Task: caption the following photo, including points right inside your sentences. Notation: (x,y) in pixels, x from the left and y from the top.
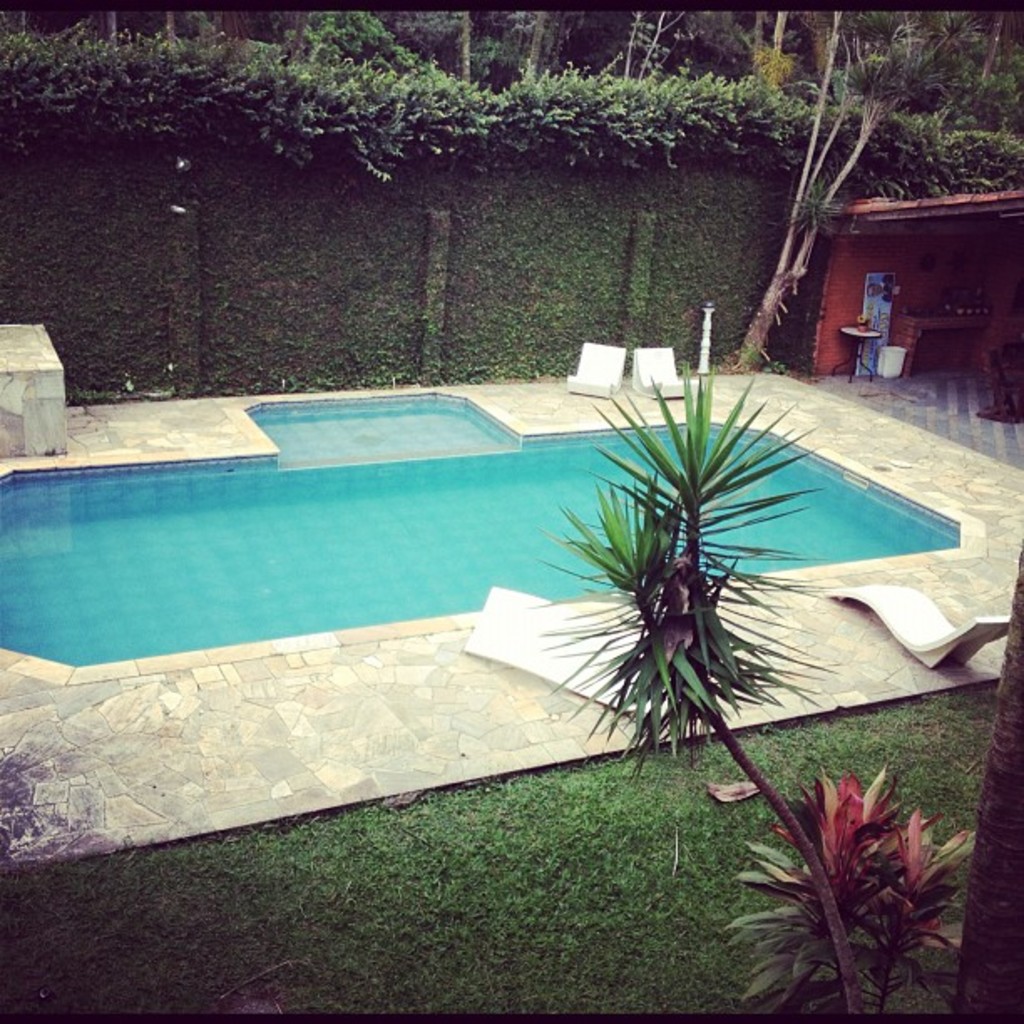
In this picture we can see plants (648,643), grass (640,841), swimming pool (787,475), chairs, shed (829,343), flowers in a vase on the table (859,345), board (873,310) and objects (882,371). In the background of the image (533,53) we can see trees (545,65).
